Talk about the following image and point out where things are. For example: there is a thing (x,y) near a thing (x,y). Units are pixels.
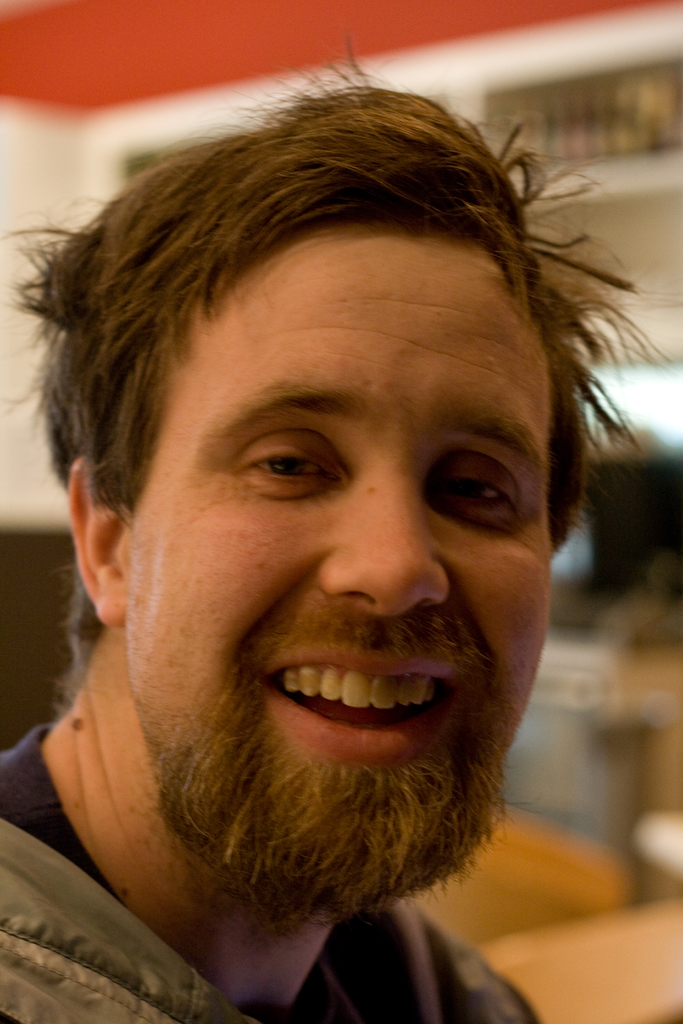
In this picture we can see a man (93,988) smiling and in the background (637,579) it is blurry.
